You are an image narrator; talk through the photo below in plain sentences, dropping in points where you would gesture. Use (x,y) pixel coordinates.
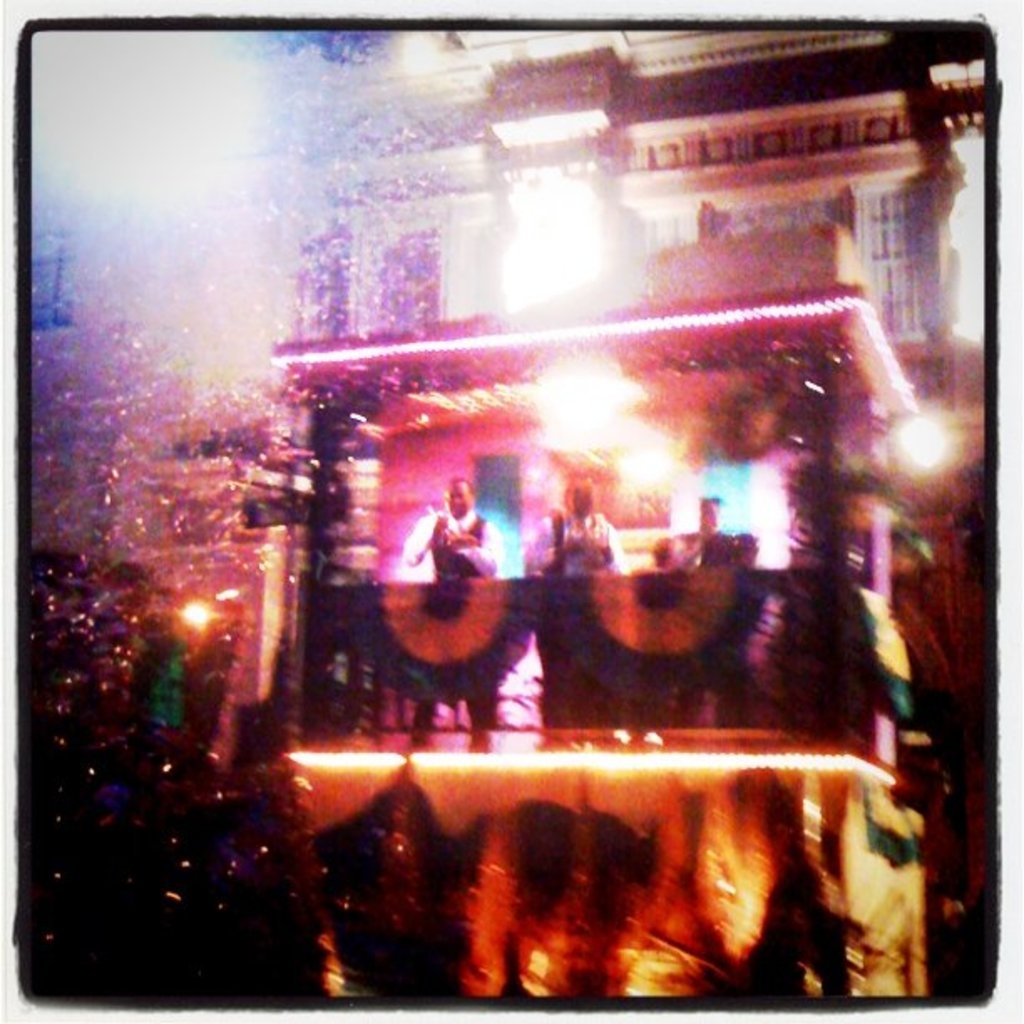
In this image in the center (663,428) there is a building (769,525) and there are three persons (712,527) standing, and also i can see some lights (442,752) and some other objects (345,734).
